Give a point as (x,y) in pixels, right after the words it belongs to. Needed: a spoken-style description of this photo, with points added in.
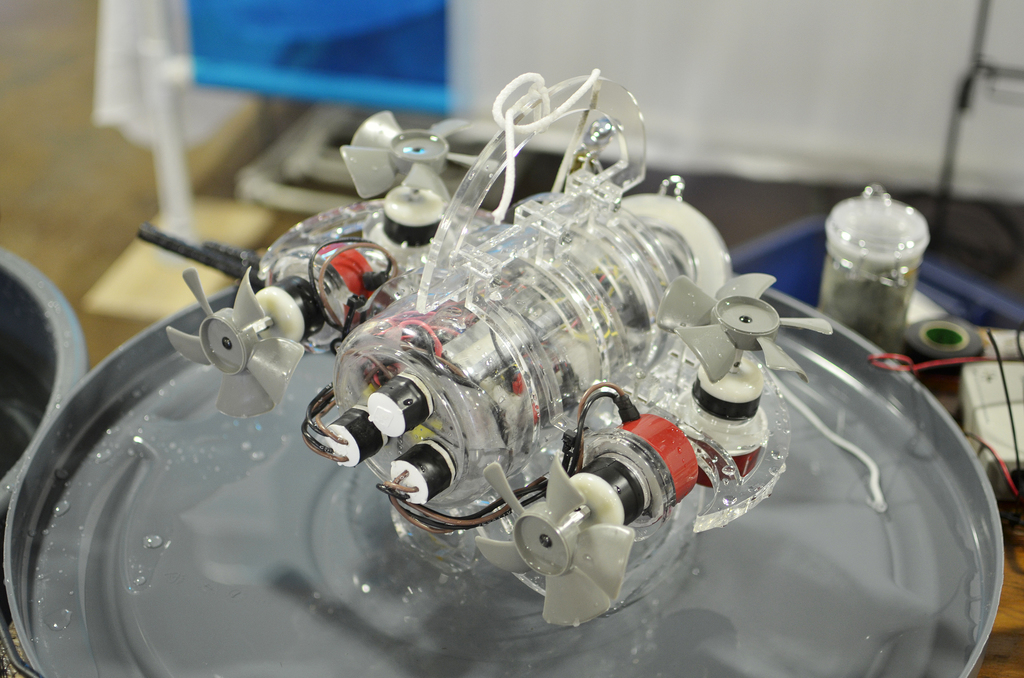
In this image we can see there are some objects (510,444) placed on the metal plate (186,652).
